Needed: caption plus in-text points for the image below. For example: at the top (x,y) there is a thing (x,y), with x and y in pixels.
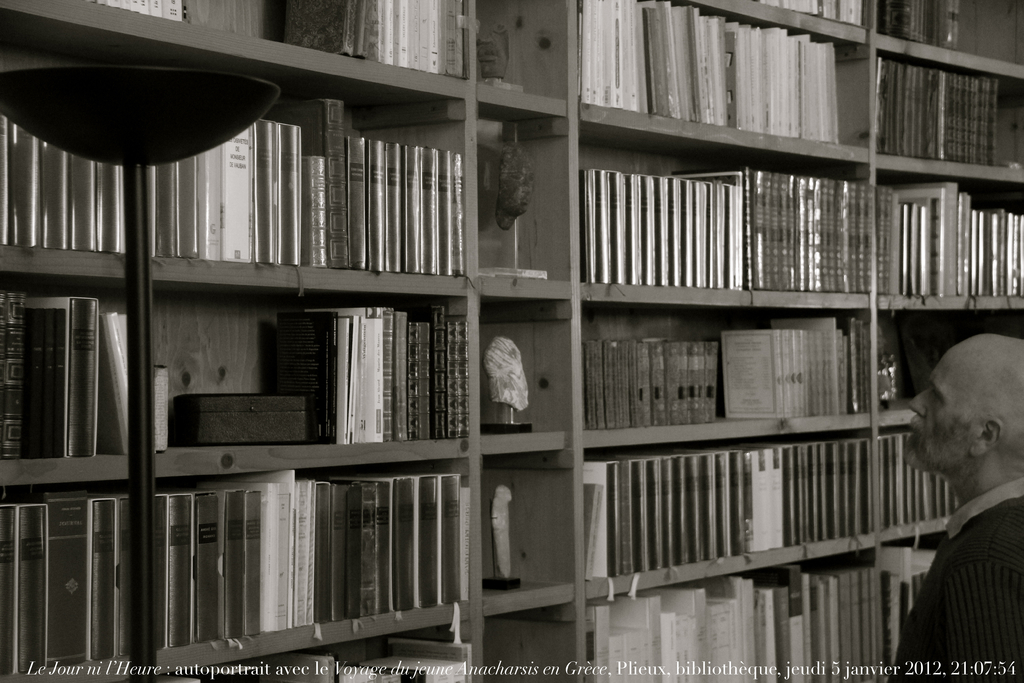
At the bottom of this image (535,676), there is a white color text (607,676). On the left side (207,581), there are books (441,270) and other objects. On the right side (964,611), there is a person (991,648) watching them.
